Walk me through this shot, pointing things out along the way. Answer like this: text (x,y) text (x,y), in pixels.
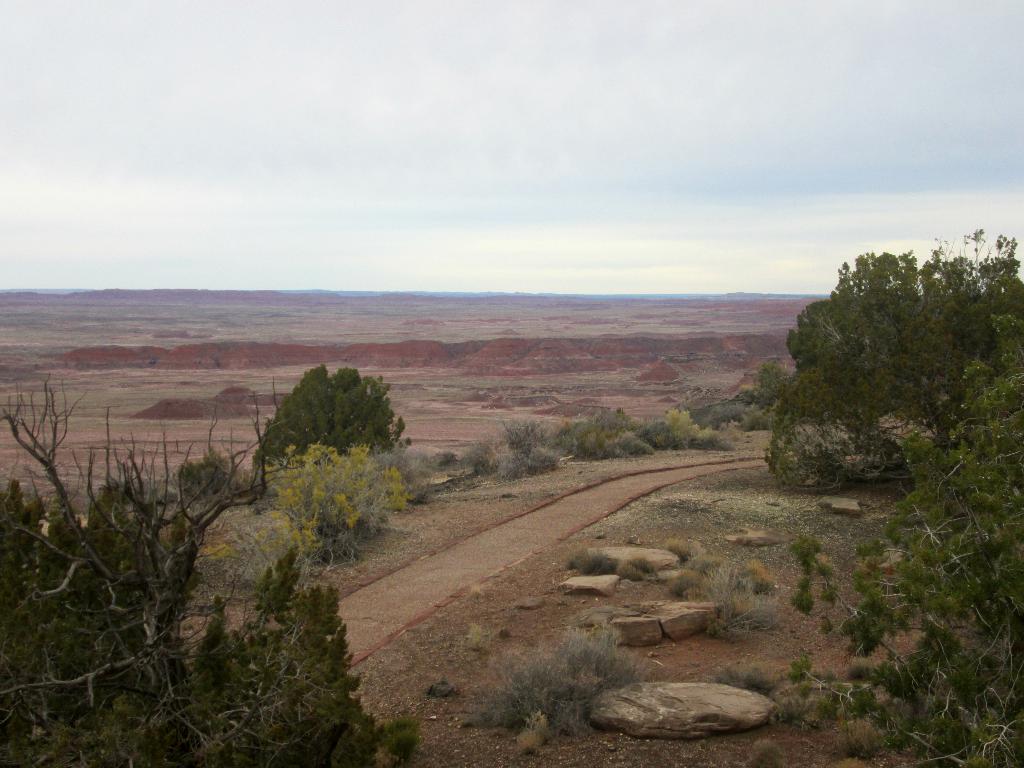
In this image in front (993,595) there are trees (302,628). There are rocks (665,638). In the center of the image (608,492) there is a road (530,533). There are plants (573,431). In the background of the image (291,309) there are mountains (165,300) and sky (549,113).
